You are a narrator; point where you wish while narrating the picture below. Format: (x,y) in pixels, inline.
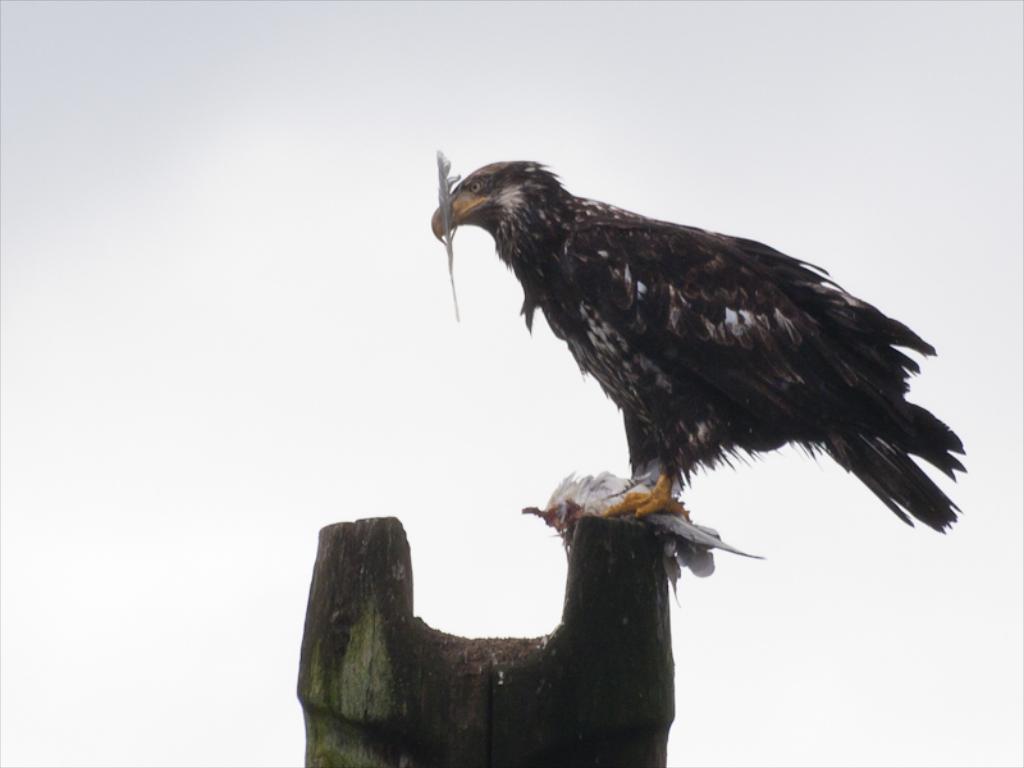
In this picture we can see an Eagle (929,524) standing on a wooden object (413,599).
